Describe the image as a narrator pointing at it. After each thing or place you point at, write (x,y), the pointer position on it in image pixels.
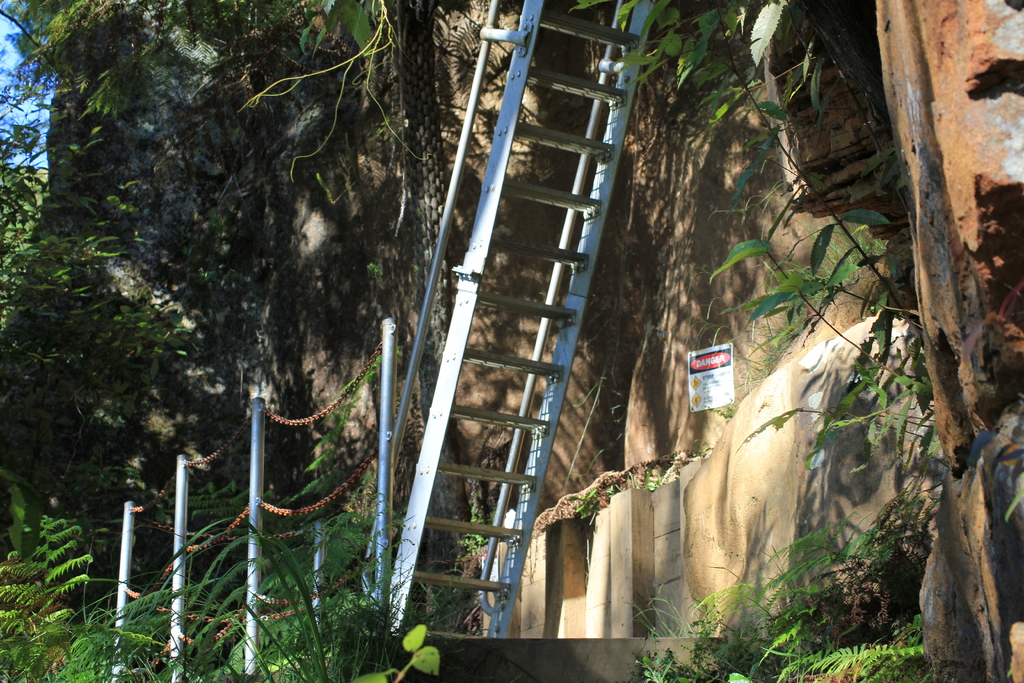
In this picture there is a steel ladder (538,19) near to the fencing (166,651). On the right (707,386) there is a poster (700,371) on the wall (760,322). Here we can see the plants (787,290) on the rock (235,106). On the left (56,281) we can see the trees (24,286). At the top left corner (22,113) there is a sky (22,113). In the bottom (358,641) we can see the leaves (226,648) and grass (355,635).
